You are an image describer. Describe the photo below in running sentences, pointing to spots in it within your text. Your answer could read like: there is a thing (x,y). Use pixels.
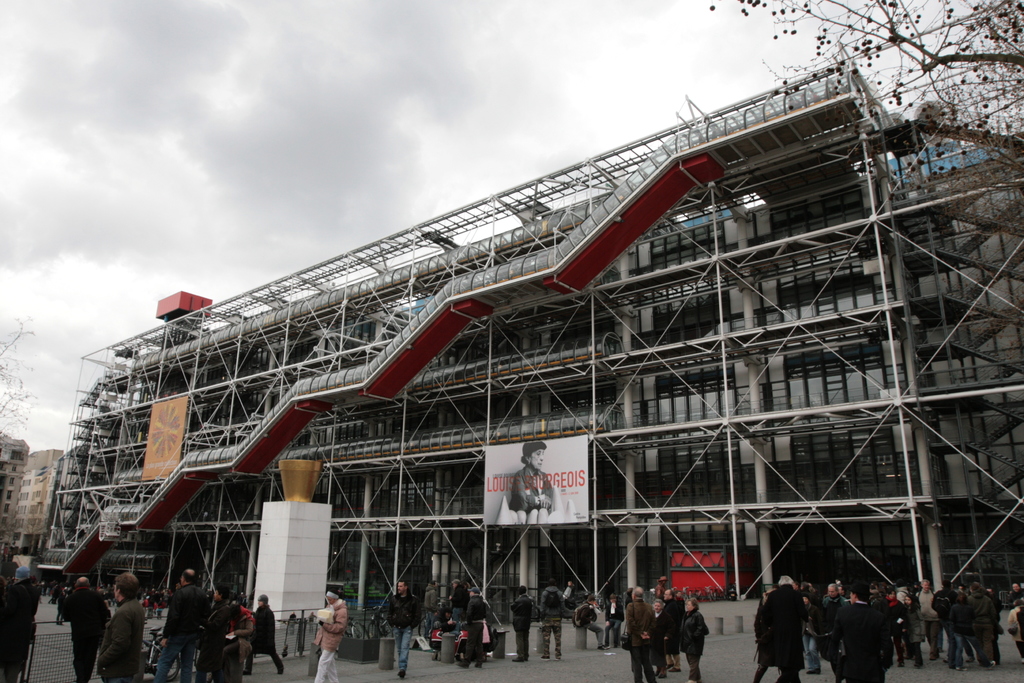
This image consists of the building (493,407). There are some persons (866,669) at the bottom (6,628). There is sky (387,106) at the top (327,168). There are trees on the left side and right side (1019,219).
